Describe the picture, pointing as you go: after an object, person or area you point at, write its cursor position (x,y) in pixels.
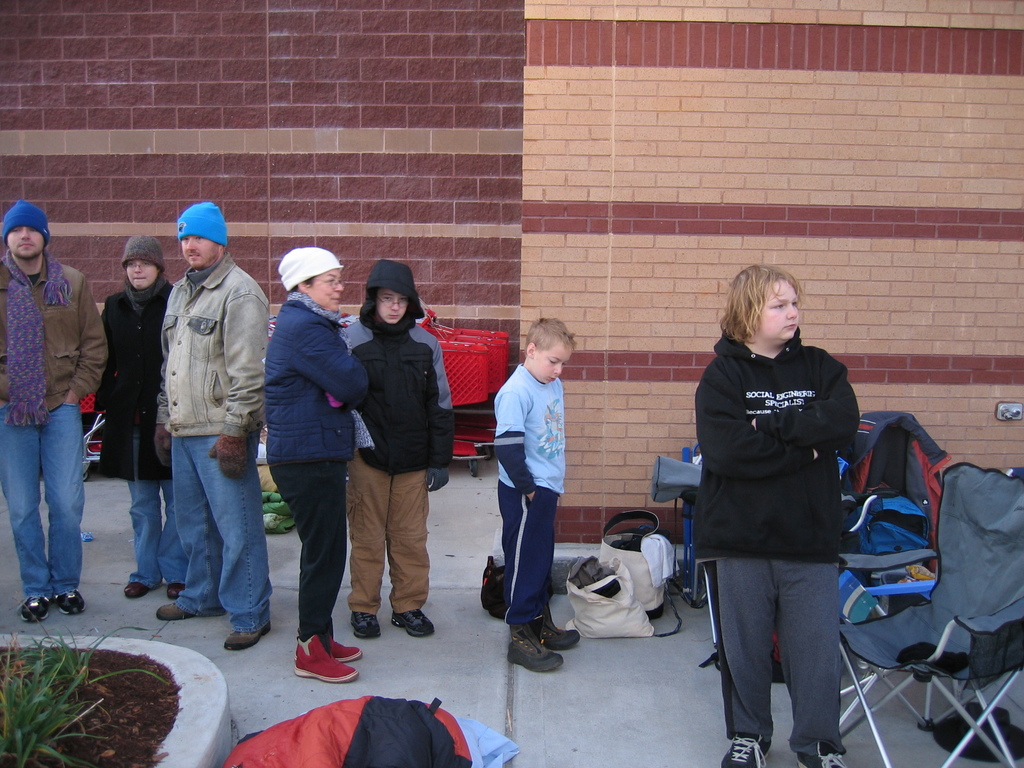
In this image I can see group of people (241,411) standing. The person (276,411) in front wearing blue shirt (559,411), black pant (330,510) and I can also see few bags (888,534) on the chair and I can see two bags (600,609) in cream color on the floor (641,655). Background (824,179) I see wall (221,91) in brown and maroon color and few plants (3,723) in green color.
